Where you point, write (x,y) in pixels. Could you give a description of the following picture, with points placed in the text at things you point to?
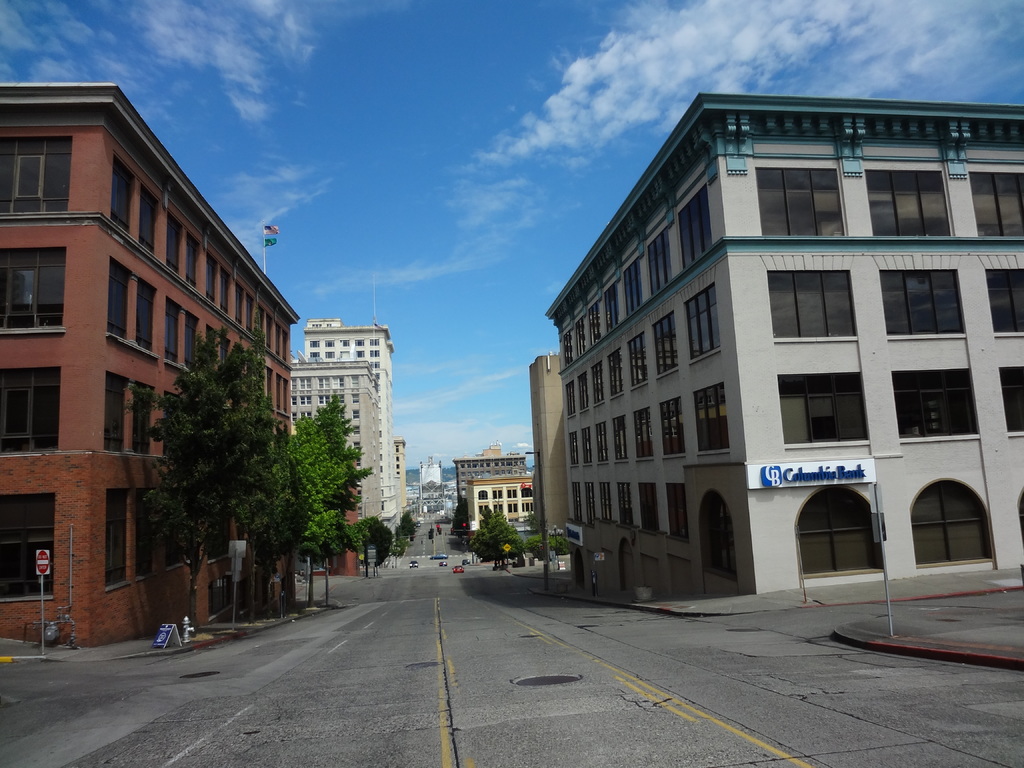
In the center of the image (414,314) we can see the sky (409,349), clouds (848,7), buildings (772,443), windows (484,465), trees (279,463), poles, sign boards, vehicles (438,556) on the road (384,631) and a few other objects (436,494).
